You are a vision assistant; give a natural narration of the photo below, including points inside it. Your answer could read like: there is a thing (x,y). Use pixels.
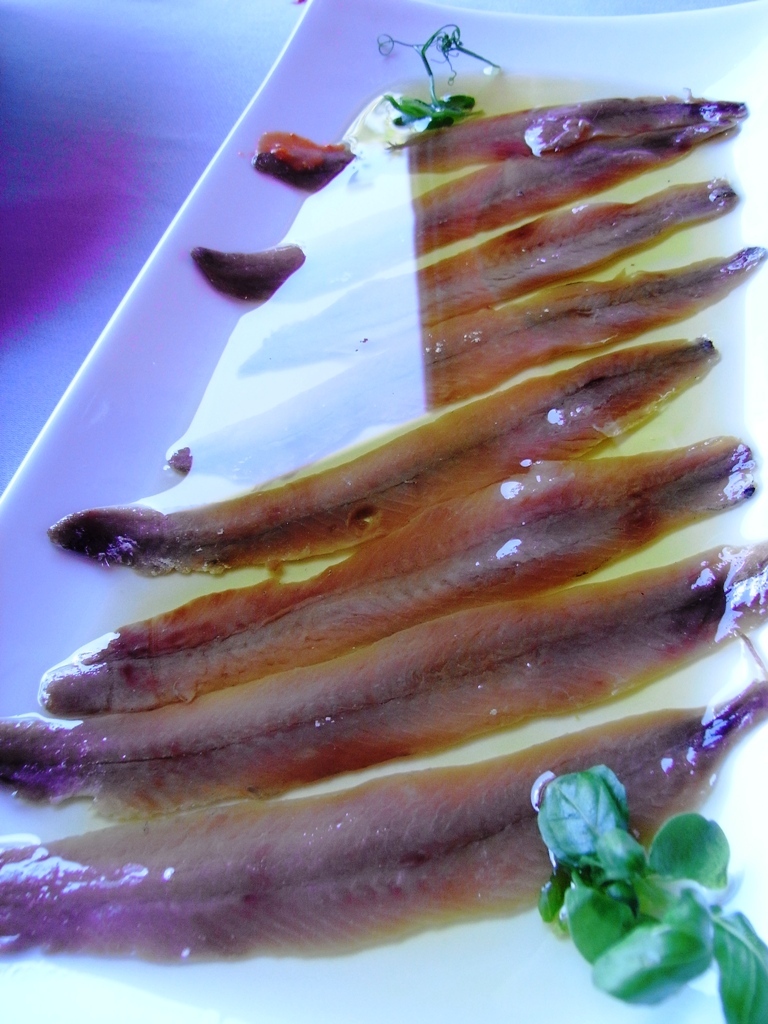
This image consists of fish fillets (417,498) which are in the oil (406,427). In the front (607,850) there are leaves (648,874).
